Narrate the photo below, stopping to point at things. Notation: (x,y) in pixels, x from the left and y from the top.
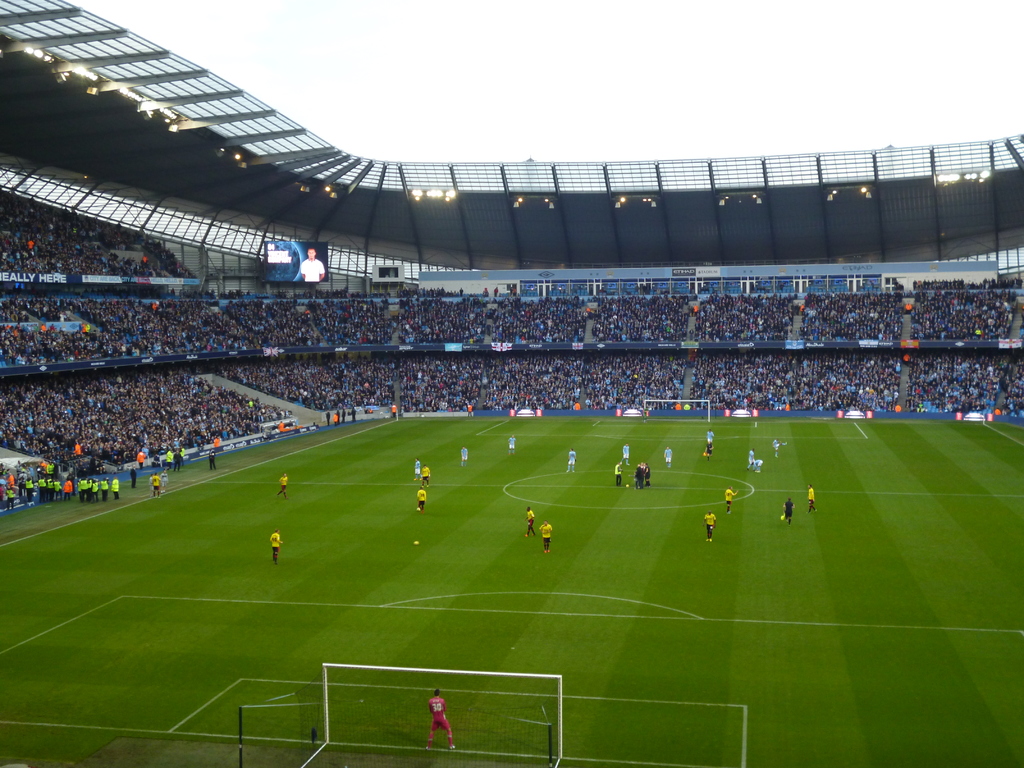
In this image in the center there are persons (529,510) playing. In the background (308,368) there are group of persons (580,363) and there is a screen (288,280) and there are boards (473,273) with some text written on it and on the top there are lights (722,201). In the front (435,715) there is rod (327,691) which is white in colour and there is a net (511,746).
